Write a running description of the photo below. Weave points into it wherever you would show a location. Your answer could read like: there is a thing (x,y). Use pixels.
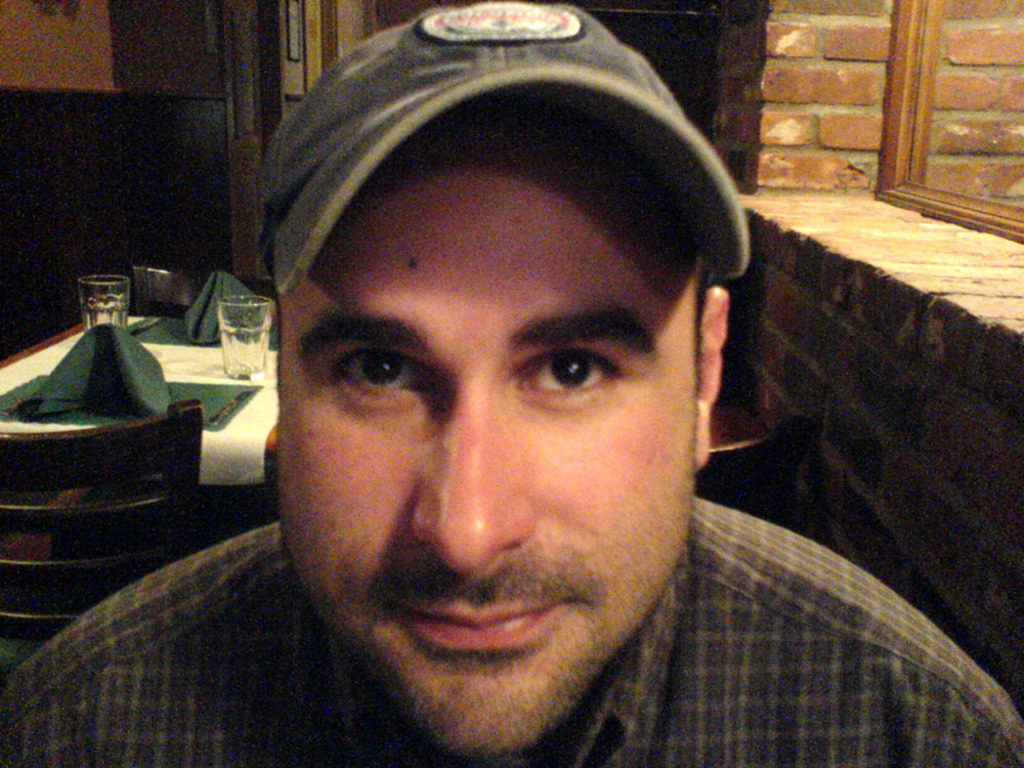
In this picture we can see a man (518,611). There are few glasses (108,308), green objects (220,331) and a white cloth (195,355) on a wooden table (144,349). We can see a brick wall (723,124) in the background (874,473).
